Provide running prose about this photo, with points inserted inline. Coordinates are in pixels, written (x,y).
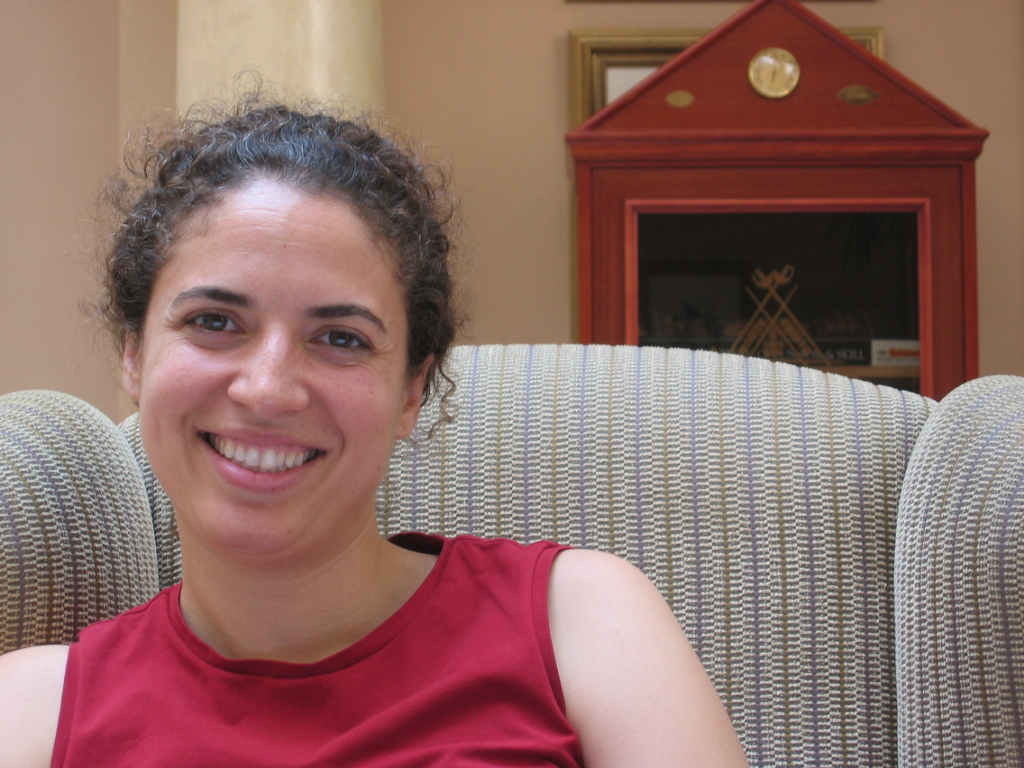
There is a lady (340,454) sitting on the sofa (424,529) in the foreground area of the image (421,490), it seems like a frame (597,74), a wooden rack (767,162) and a pillar (308,57) in the background (809,261).
